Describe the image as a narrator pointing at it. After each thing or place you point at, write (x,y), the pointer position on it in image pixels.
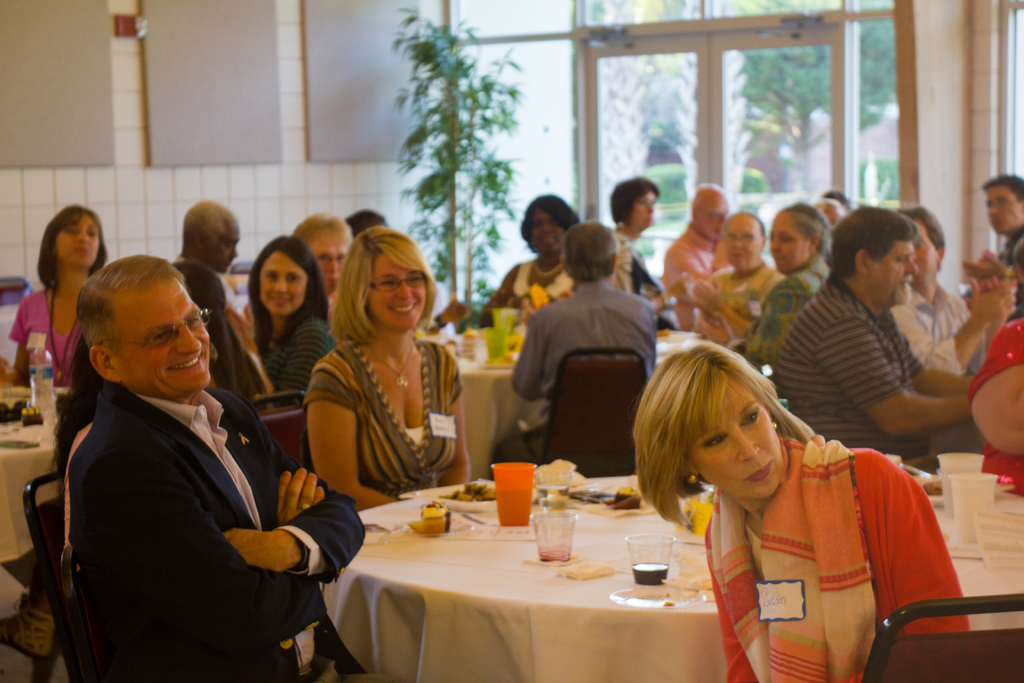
In this picture we can see some persons (670,300) are sitting on the chairs (79,670). This is table (529,623). On the table (674,529) there are glasses (528,490), and some food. On the background (274,169) we can see a wall (287,157) and this is plant (455,124). And there is a door (740,112).
